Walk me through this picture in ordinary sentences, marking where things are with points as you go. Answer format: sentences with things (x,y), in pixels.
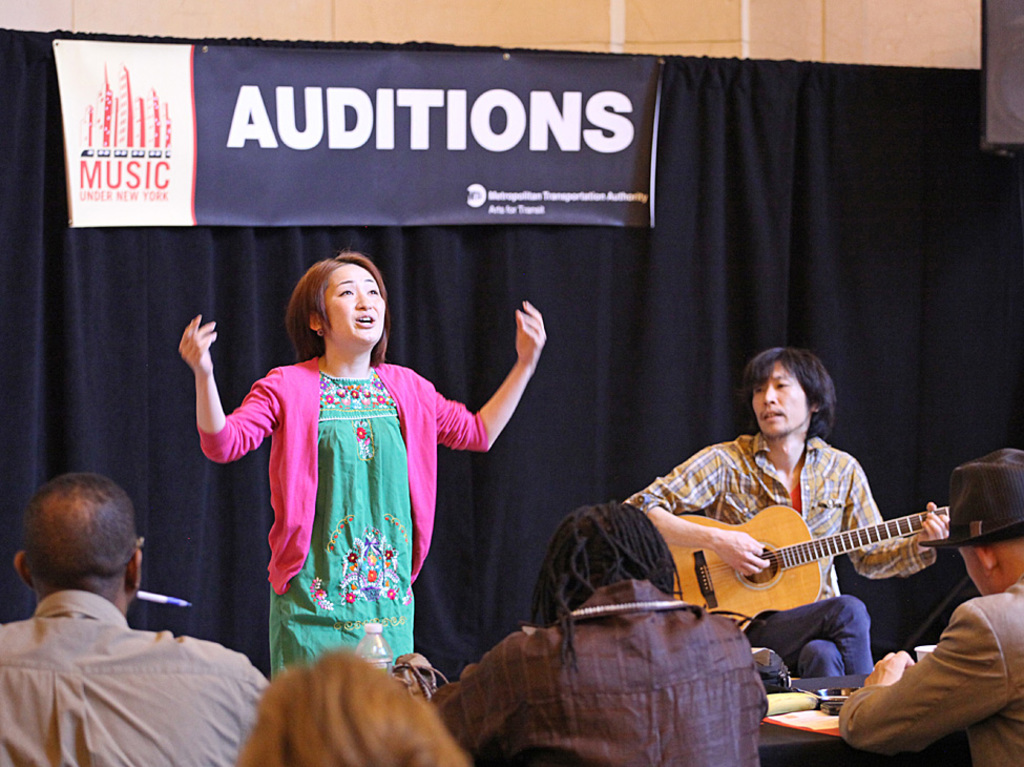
In this image there are group of people (409,562). The woman (315,581) is a standing. On the right side (829,586) the man (861,516) is holding a guitar (844,541).
